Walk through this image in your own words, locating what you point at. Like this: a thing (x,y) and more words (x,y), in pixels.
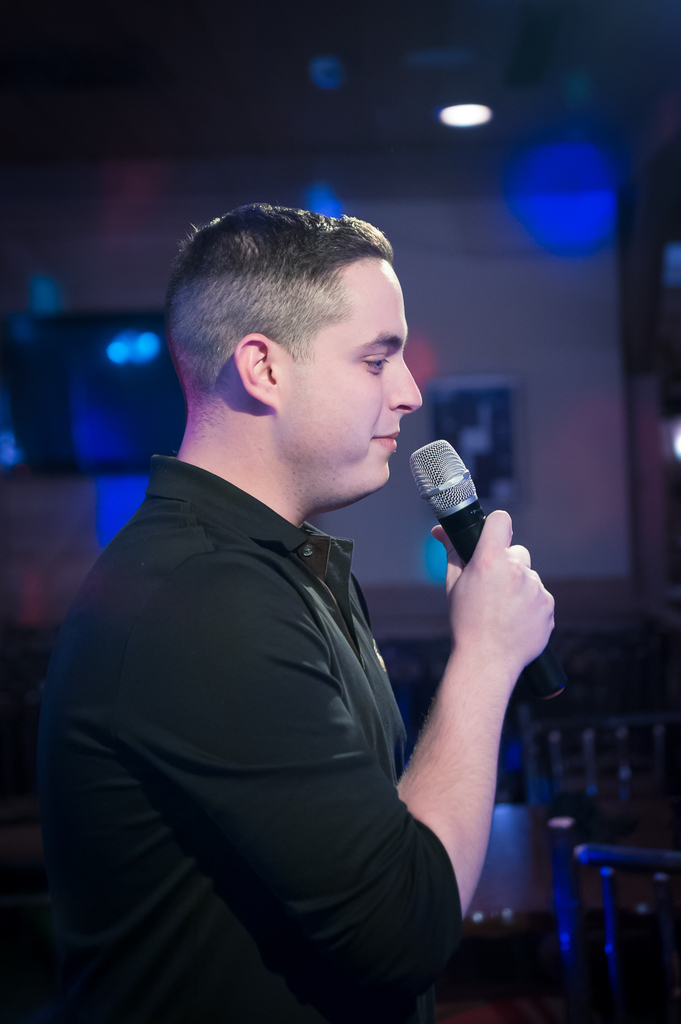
In this image I can see a man (213,639) is standing and holding a microphone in the hand (446,554). In the background (437,557) I can see lights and ceiling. The background of the image (600,635) is blurred.
